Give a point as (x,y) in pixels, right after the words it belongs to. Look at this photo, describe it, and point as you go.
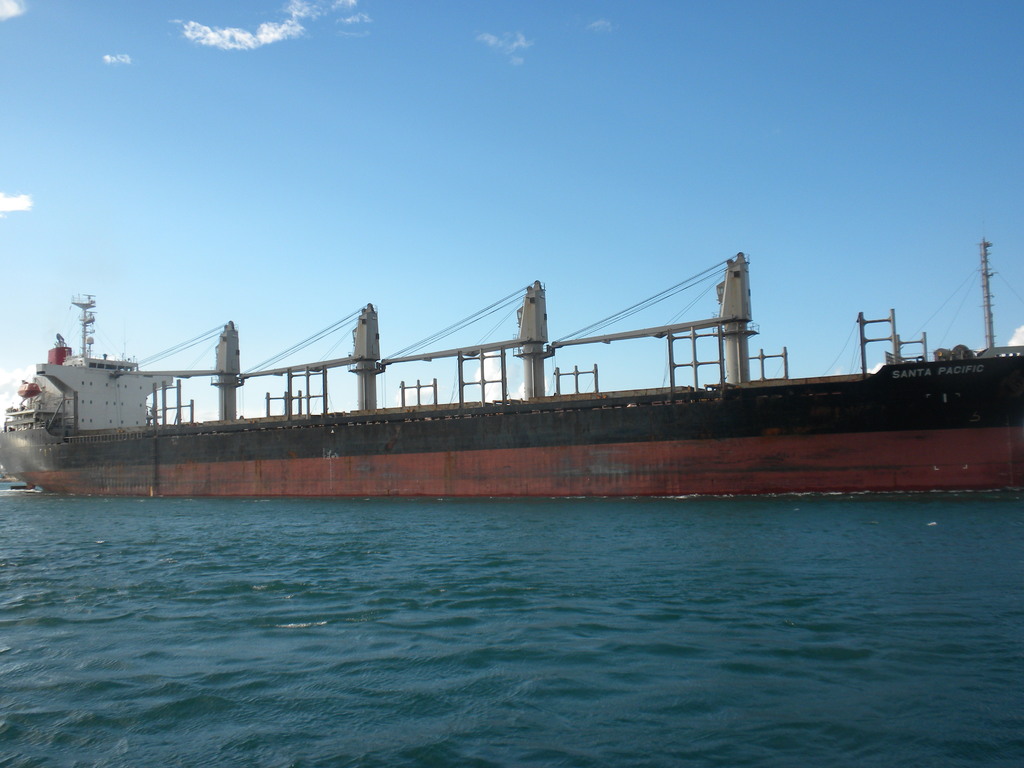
At the bottom of the image (308,574) there is water (372,621). On the water (940,635) there is a ship (475,412) with poles (724,287), wires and some other things (71,369). And also there is a name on the ship (947,369). At the top of the image (87,241) there is sky (242,166) with clouds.
